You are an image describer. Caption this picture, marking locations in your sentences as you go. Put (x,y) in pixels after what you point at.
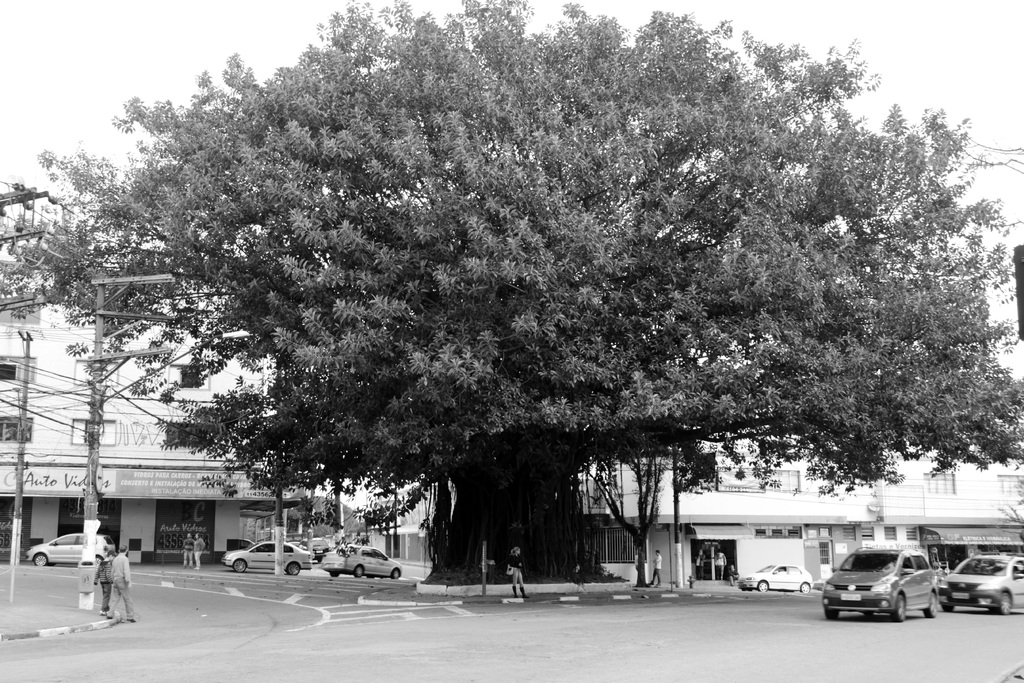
In this image we can see few cars (773,574) on the road (477,627), a tree (546,546) in the middle of the road (537,602), few people (199,566) standing in front of the building (212,548), two persons (107,576) standing on the pavement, a person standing near the tree (279,447), current poles (105,280) with lights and wires (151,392), buildings (179,492) and the sky (917,96) in the background (878,126).
